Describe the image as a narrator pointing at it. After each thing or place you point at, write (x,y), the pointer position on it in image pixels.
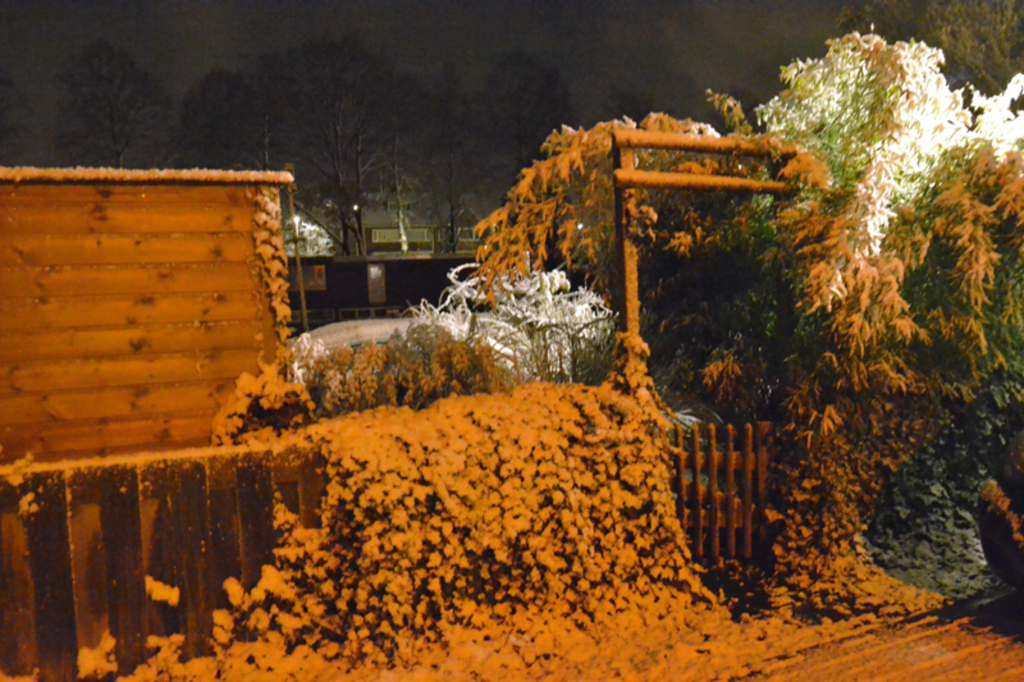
In this image there are trees (859,336) and some are covered with snow (490,511). There is also a fence (129,589) covered with snow (617,394). In the background (441,288) there is a wall (415,266), pole (290,200) and trees (324,119).
